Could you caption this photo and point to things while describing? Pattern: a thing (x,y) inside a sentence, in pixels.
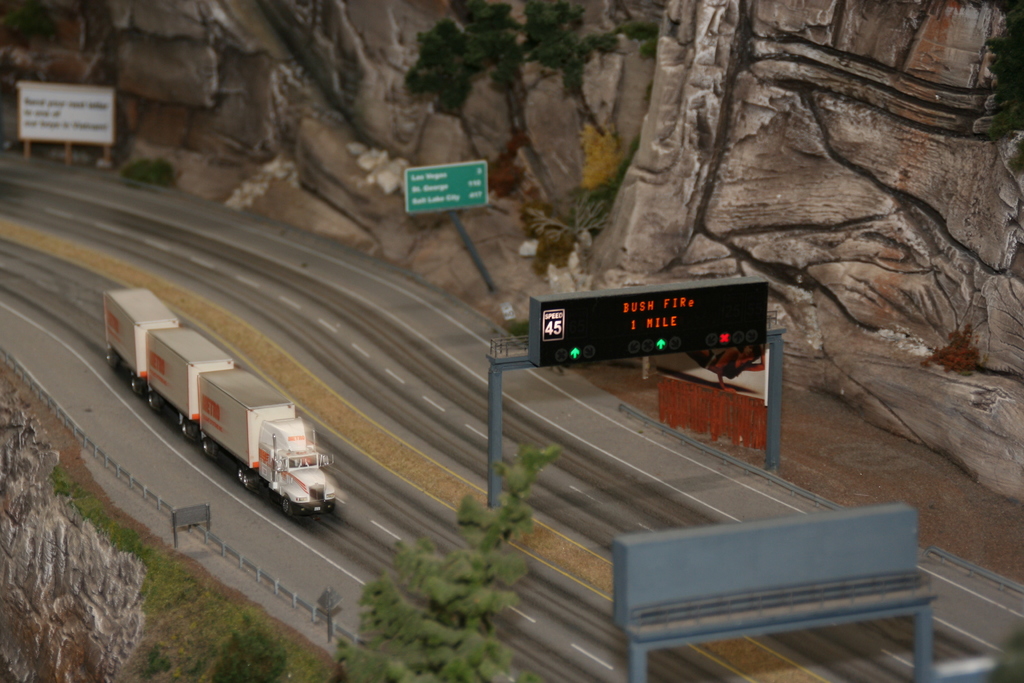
In this picture we can see a vehicle (245,483) on the road (266,515), here we can see boards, trees (1010,113) and in the background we can see rocks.
